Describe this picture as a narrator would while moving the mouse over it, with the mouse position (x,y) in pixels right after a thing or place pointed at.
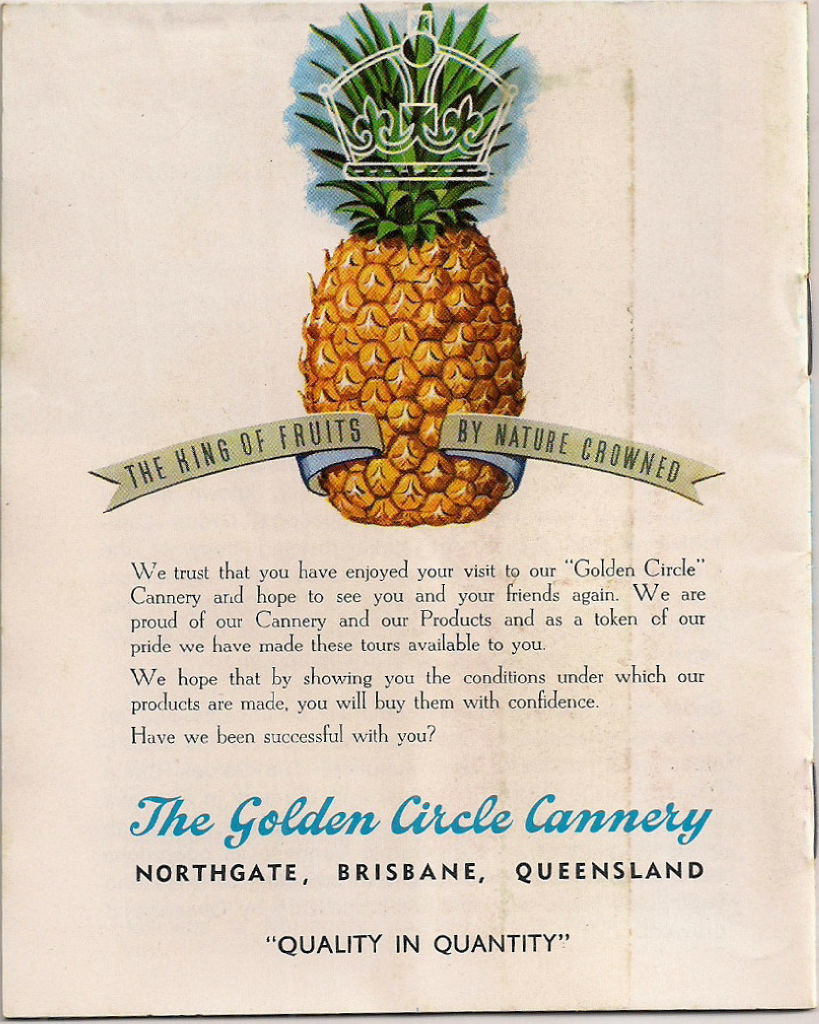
In this image I can see a poster (347,565). We can see an image (408,207) of pineapple (395,288) and something is written on the poster (424,629).
